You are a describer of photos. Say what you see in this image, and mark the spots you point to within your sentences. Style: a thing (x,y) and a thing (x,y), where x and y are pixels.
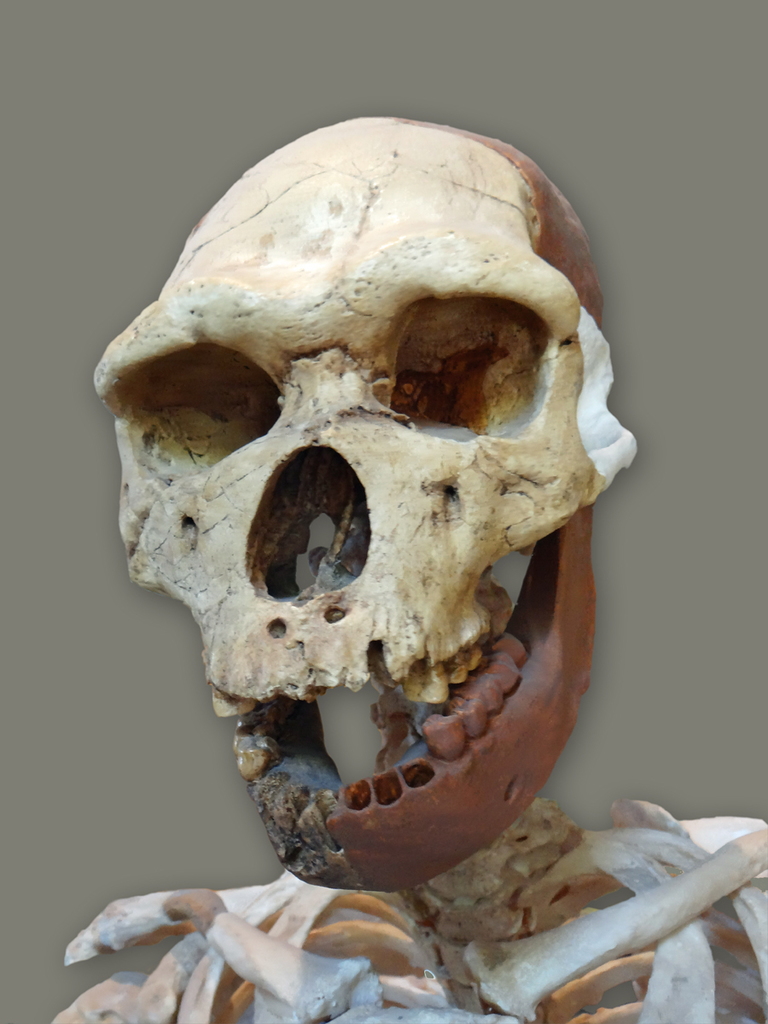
In the foreground of this image (473,215) we can see the skull (357,637) and some part of a skeleton (550,896) of the person (695,963). In the background (393,103) we can see grey color.
